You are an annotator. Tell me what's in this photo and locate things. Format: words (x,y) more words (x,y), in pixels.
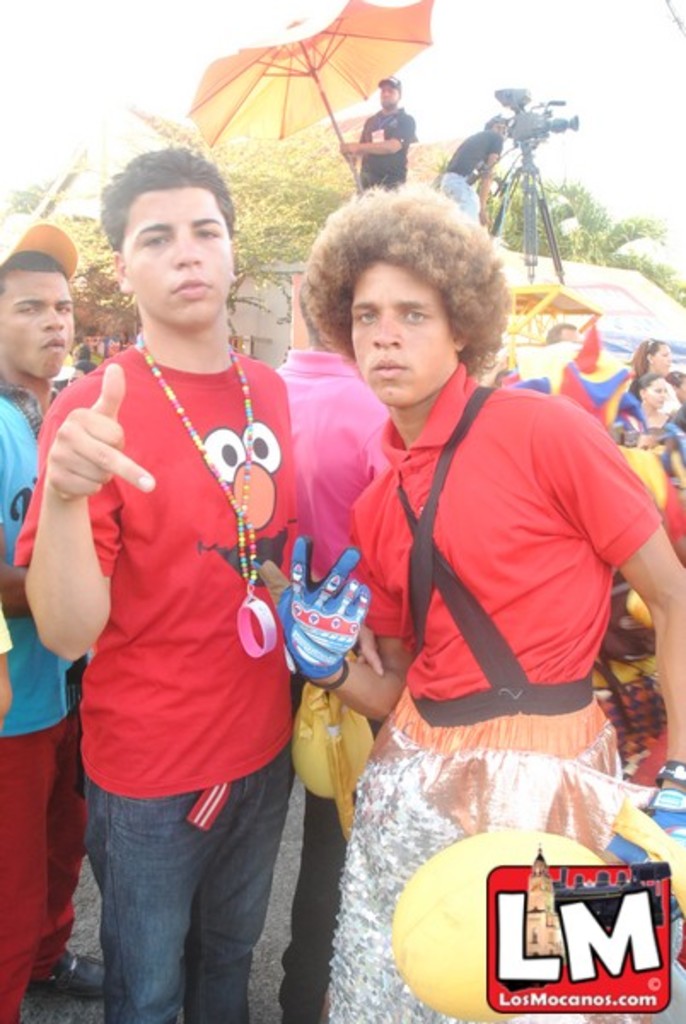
Here I can see two people (154,668) standing on the road (296,851) and giving pose for the picture. In the background (324,433) I can see a crowd of people (641,433). At the top (403,146) there are two persons (461,188) standing on a metal stand (549,289). One person (375,146) is holding an umbrella (290,63) and other person (485,166) holding a camera (516,135). At the back of these people (365,162) there are some trees (265,210). At the top (126,90) I can see the sky (85,84).
